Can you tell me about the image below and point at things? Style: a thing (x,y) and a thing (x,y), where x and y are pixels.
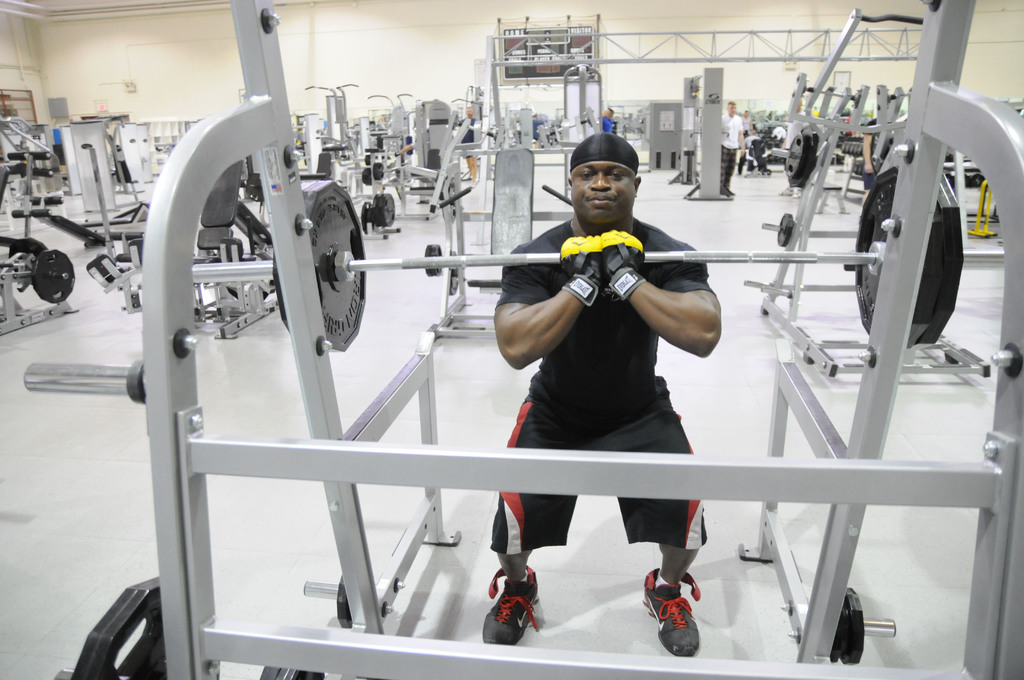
In this image I can see the person (619,314) holding the rod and the person (511,305) is wearing the black color dress (550,399). In the back (100,174) I can see many gym equipments (519,216) which are in black and silver color. In the back (738,122) I can see few more people (738,122) with different color dresses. I can also see the wall (235,76) in the back (327,86).
